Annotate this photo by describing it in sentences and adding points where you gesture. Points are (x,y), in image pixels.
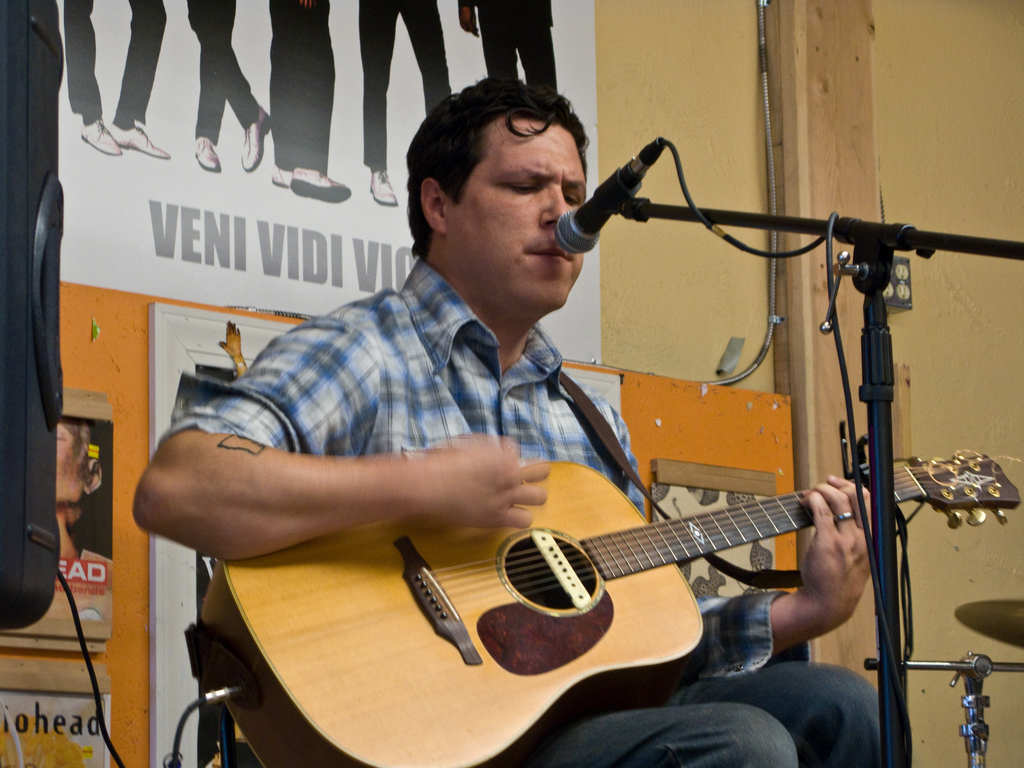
There is a person (788,761) sitting on a chair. He is holding a guitar (565,474) in his hand (467,454) and he is singing on a microphone (606,221).
